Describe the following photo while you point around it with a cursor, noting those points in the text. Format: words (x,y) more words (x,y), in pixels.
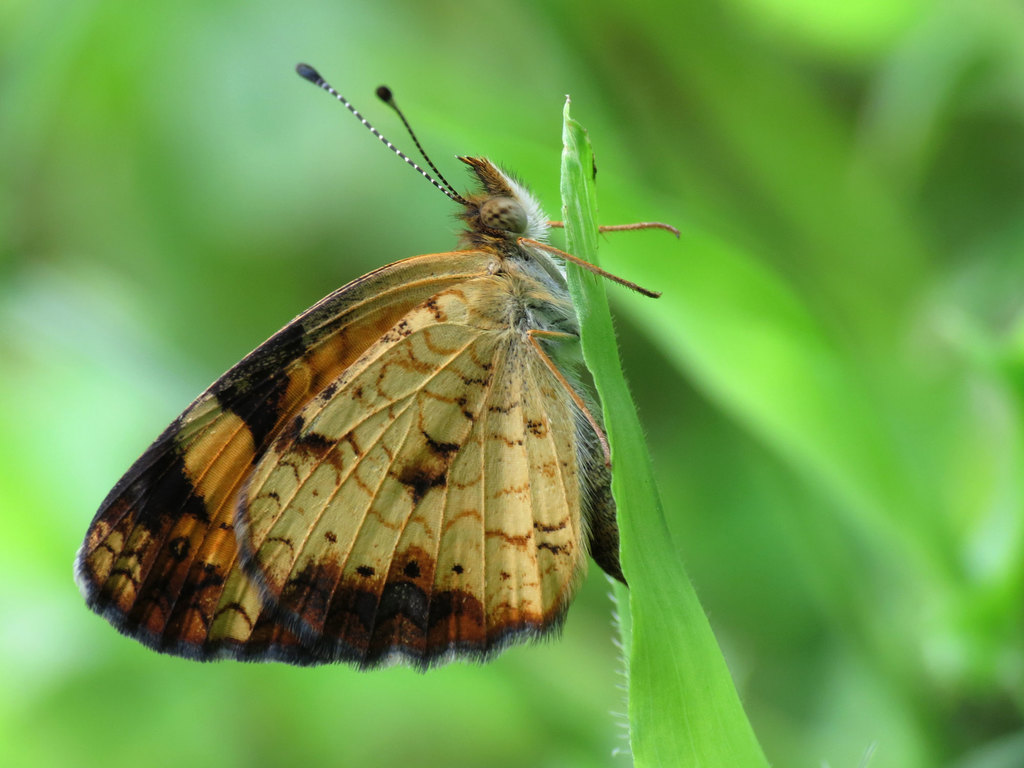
In this picture we can see a butterfly (248,645) on a leaf (697,709) and in the background (772,89) it is blurry.
